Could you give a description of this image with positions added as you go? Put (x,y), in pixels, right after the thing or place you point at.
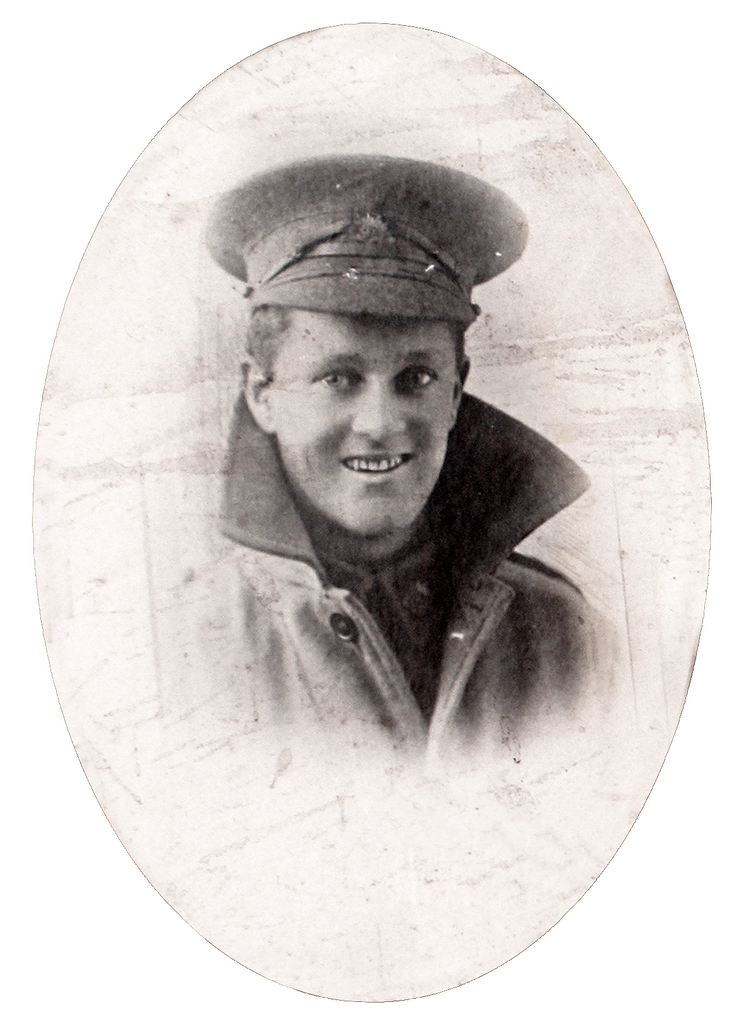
It is a black and white image. In this image there is a person (490,497) wearing a smile on his face (356,341).
